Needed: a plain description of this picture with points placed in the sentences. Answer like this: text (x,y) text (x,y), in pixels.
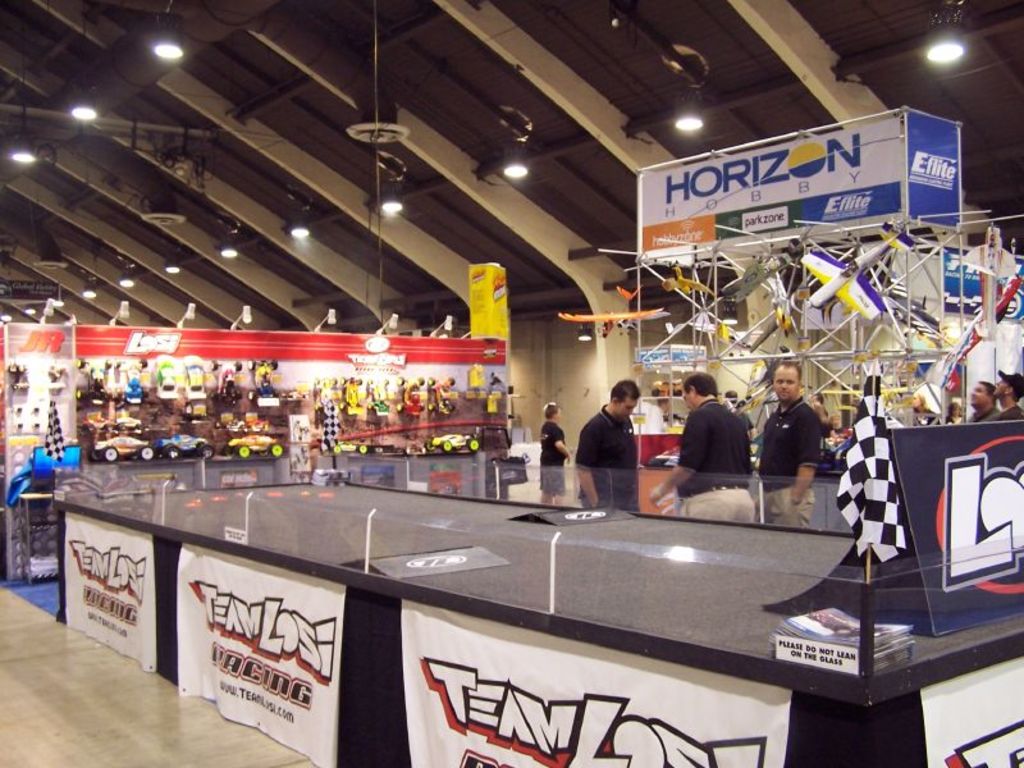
In this picture, we see people (790,459) are standing. In front of them, we see a glass table (652,518). At the bottom (487,695), we see the banners (250,654) in white color with some text (509,710) written on it. On the right side (901,464), we see a board (936,482) in black color with some text (967,546) written on it. Beside that, we see a flag (870,499) in white and black color. On the right side (828,278), we see the toy airplanes (659,311) and a board (815,170) in white and blue color with some text (762,221) written on it. In the background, we see the toy cars (279,449). At the top (345,100), we see the lights (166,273) and the roof (379,93) of the building (376,229).
